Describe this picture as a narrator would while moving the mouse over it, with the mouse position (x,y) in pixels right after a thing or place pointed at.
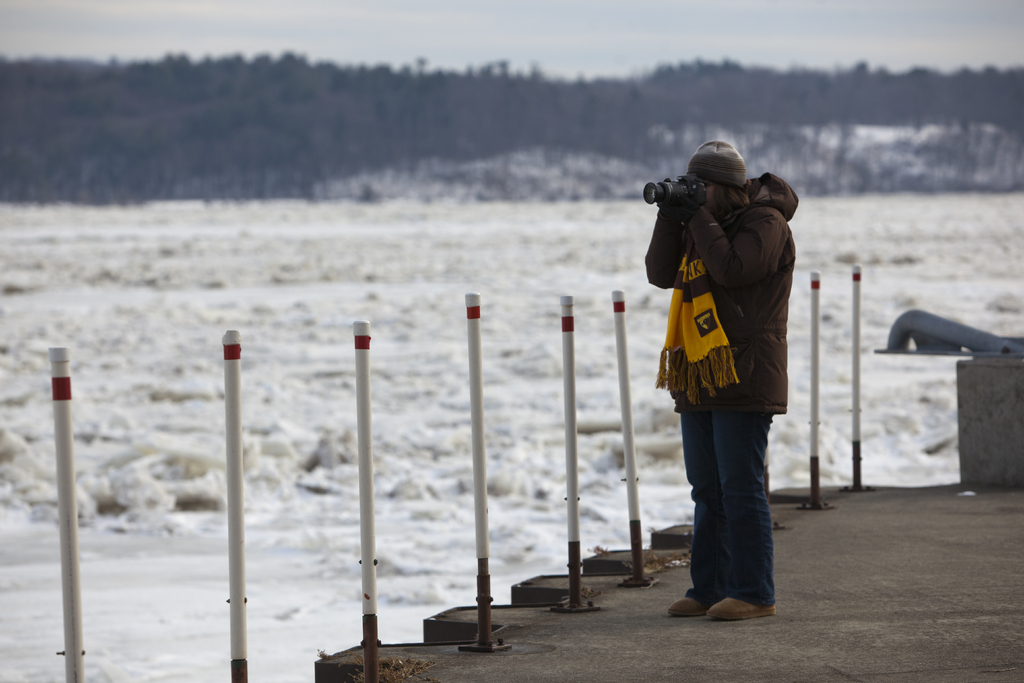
To the right side of the image (688,340) there is a person (750,301) wearing a jacket (773,222) and holding a camera (680,194) in his hand (701,194). In the background of the image (541,107) there are trees (271,152). There is water (398,310). There are safety poles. At the bottom of the image (667,637) there is floor (877,647). At the top of the image (511,30) there is sky (474,34).
